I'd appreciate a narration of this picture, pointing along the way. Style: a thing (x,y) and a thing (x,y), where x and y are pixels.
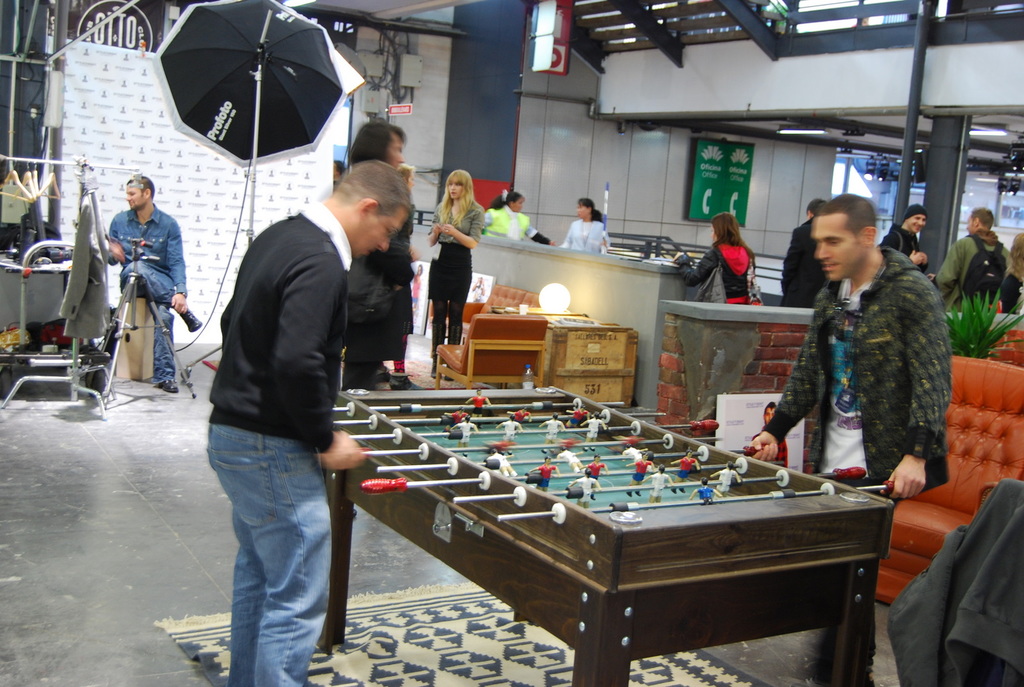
As we can see in the image there is a banner (166,145), umbrella (283,100), wall (493,138), poster (711,148) and few people (388,221) standing on floor (139,401) and there is a sofa (964,446).
